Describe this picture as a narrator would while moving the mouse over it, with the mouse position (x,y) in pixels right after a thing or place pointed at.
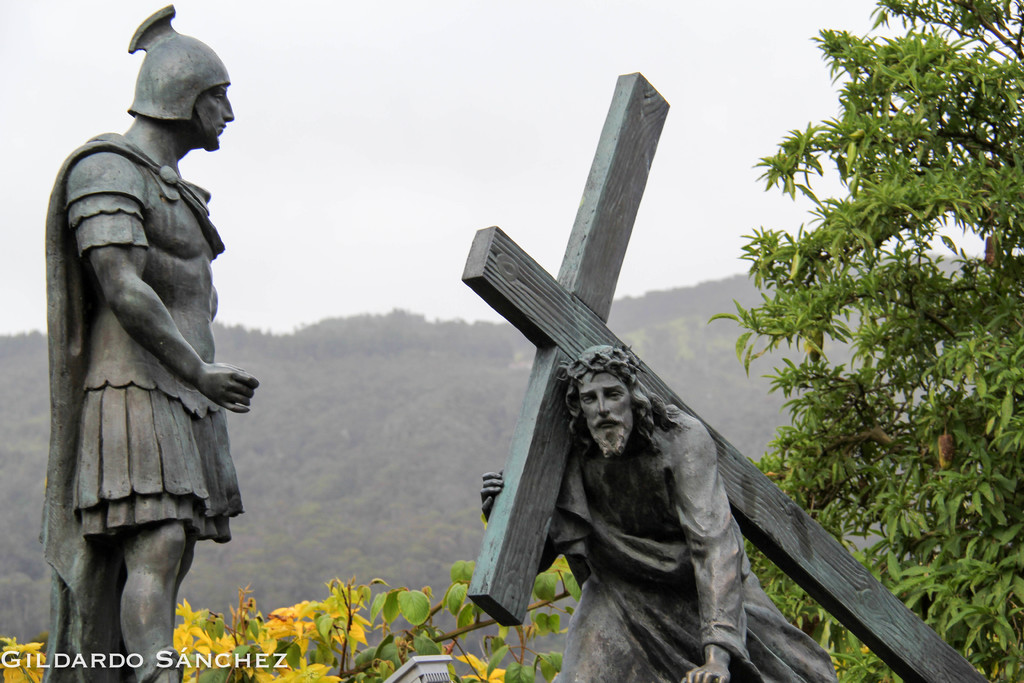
In this image we can see a statue (223,249) of a person (213,331) and another statue (655,552) of Jesus Christ (661,567) sitting on his knees (763,659) and holding a cross (531,525) on his shoulder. In the background (999,370) there are trees (520,394) and the sky (469,166).
